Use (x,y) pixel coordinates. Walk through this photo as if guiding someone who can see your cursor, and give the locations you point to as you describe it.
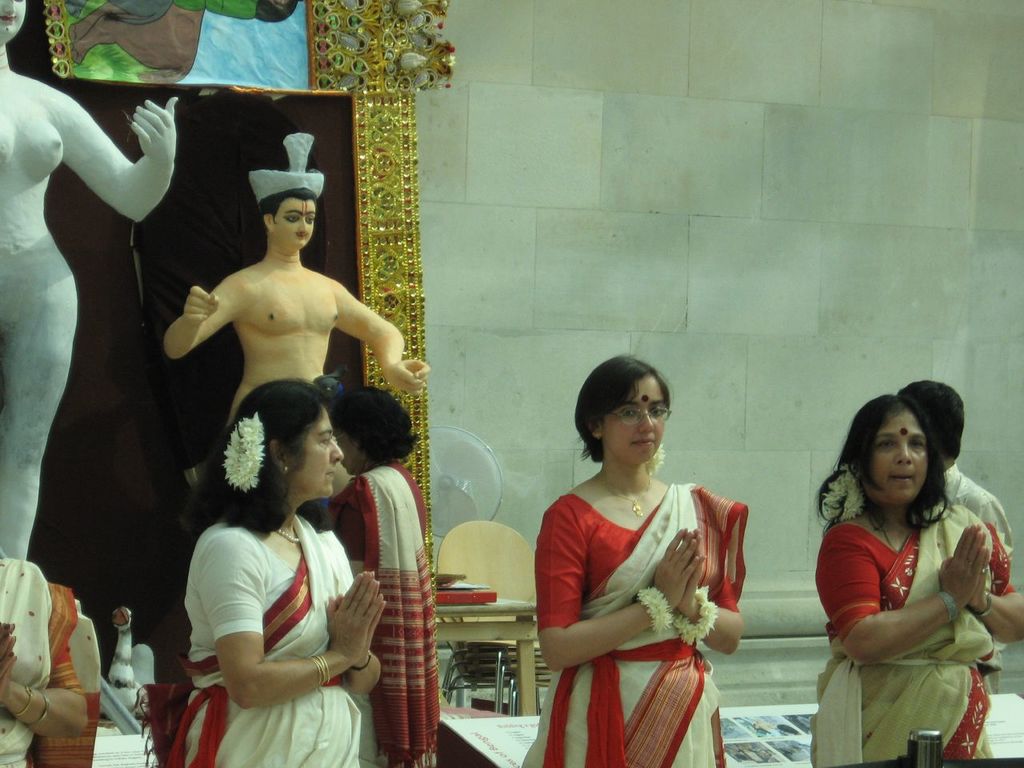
Here in this picture in the front (707,535) we can see a group of women (573,515) standing over a place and all of them are greeting and we can see all of them are wearing sari (859,665) and behind them we can see statues (0,180) present and we can also see tables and chairs (497,535) and a table fan (463,433) also present.
